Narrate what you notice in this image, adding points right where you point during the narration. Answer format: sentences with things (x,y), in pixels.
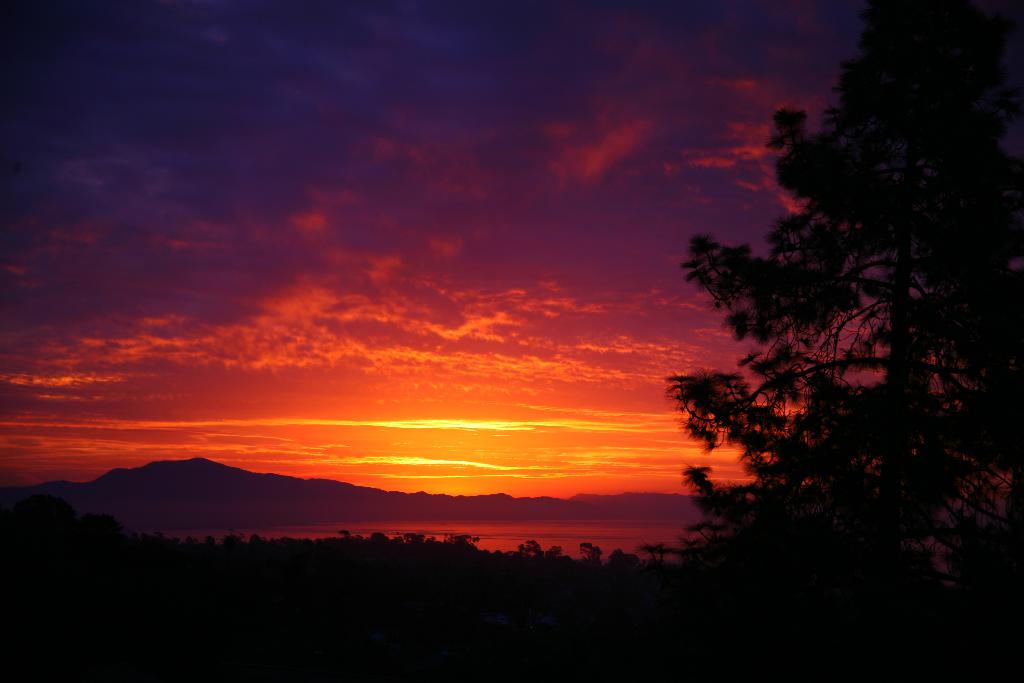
In this image we can see sky (364,387) with clouds (407,335), hills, trees (872,442) and water (558,529).
